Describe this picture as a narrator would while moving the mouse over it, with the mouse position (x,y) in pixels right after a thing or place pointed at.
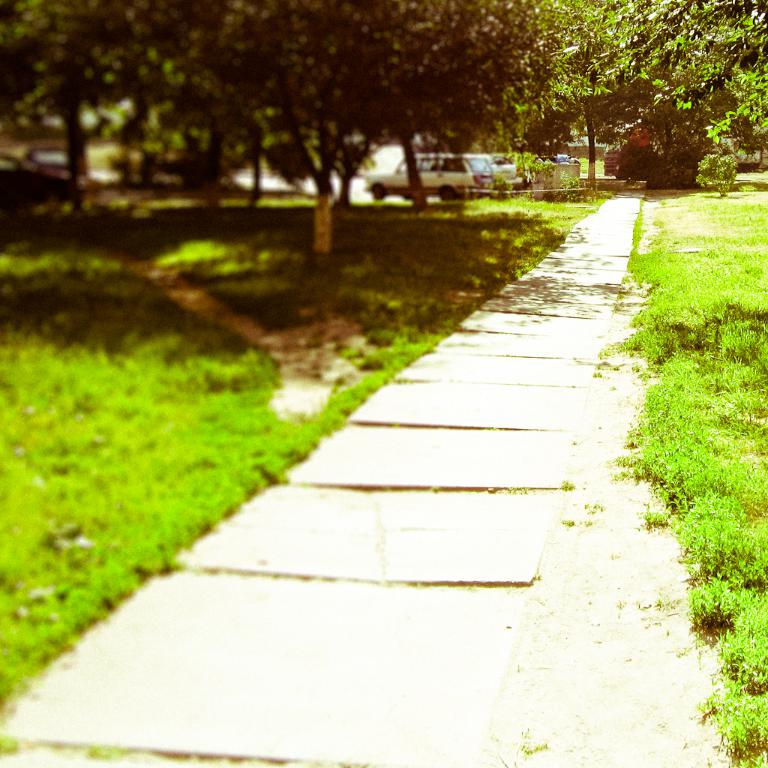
In the picture I can see the pathway (520,521), grasslands (728,585), few vehicles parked here and trees (483,83). The left side of the image (169,88) is slightly blurred.
